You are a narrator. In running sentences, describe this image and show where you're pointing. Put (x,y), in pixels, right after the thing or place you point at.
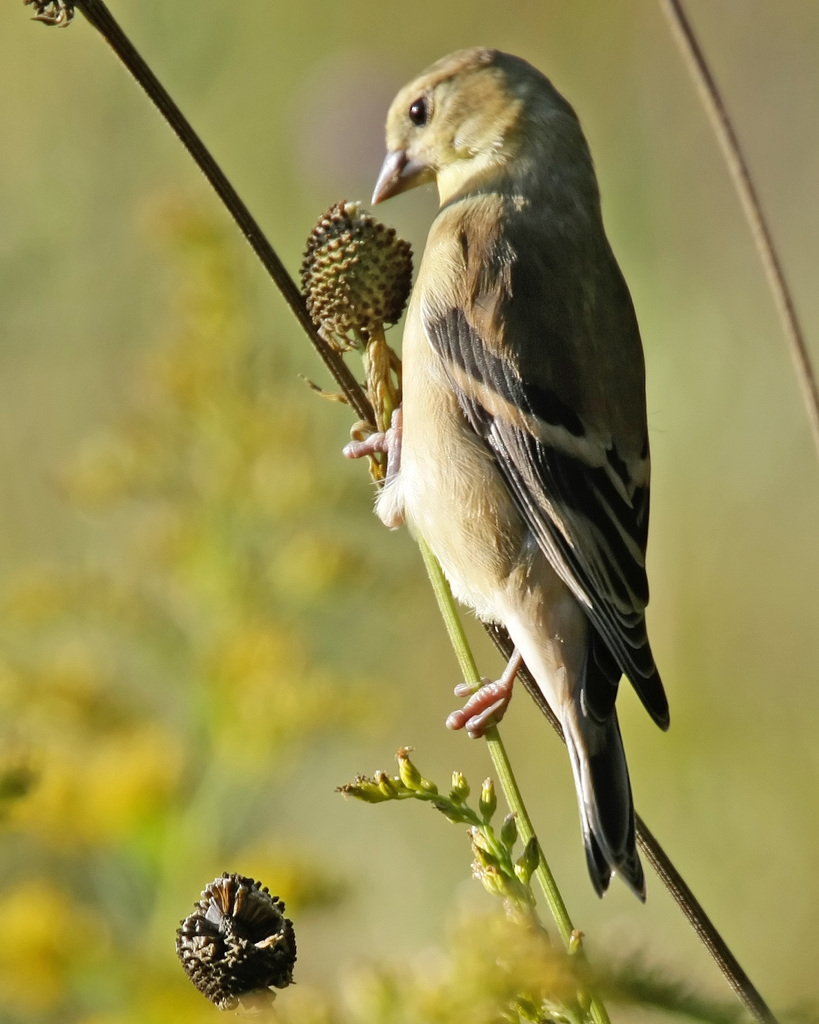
In the picture I can see a bird (577,632) is sitting on a stem (490,627) of a plant (490,627). The background of the image (253,434) is blurred.
